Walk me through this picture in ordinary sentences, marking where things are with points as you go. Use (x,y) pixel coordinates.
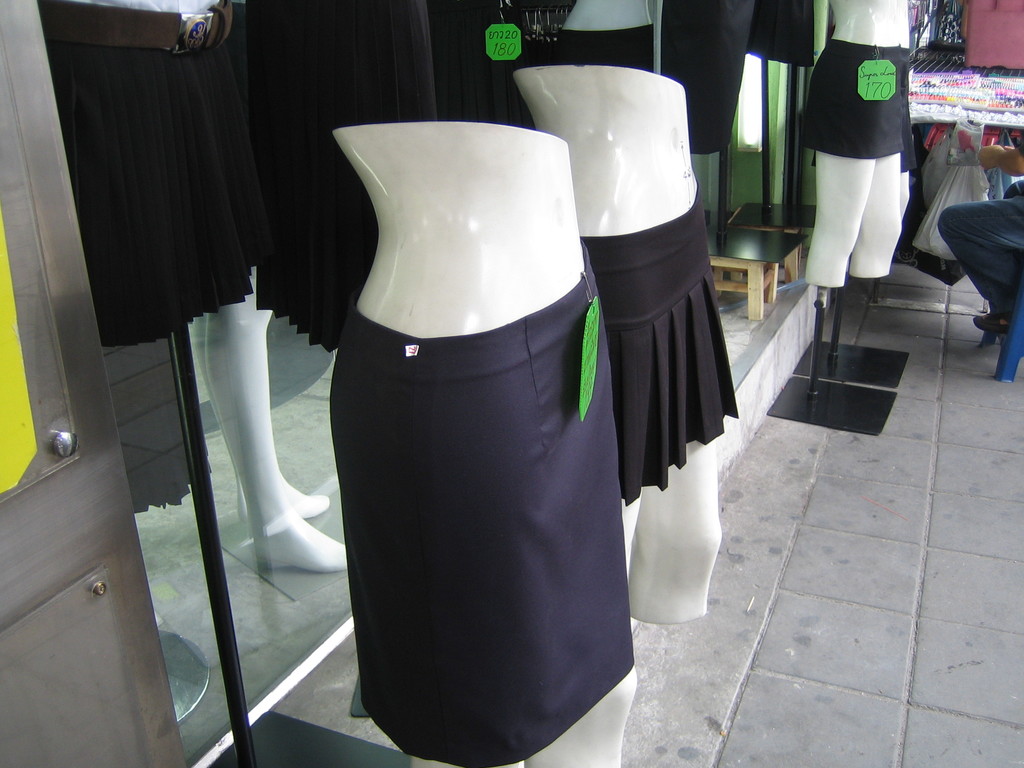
In this picture there are some mannequin (671,206) with black color skirts (575,593), standing in front of the shop (754,385). Behind there is a glass shop (251,637).
